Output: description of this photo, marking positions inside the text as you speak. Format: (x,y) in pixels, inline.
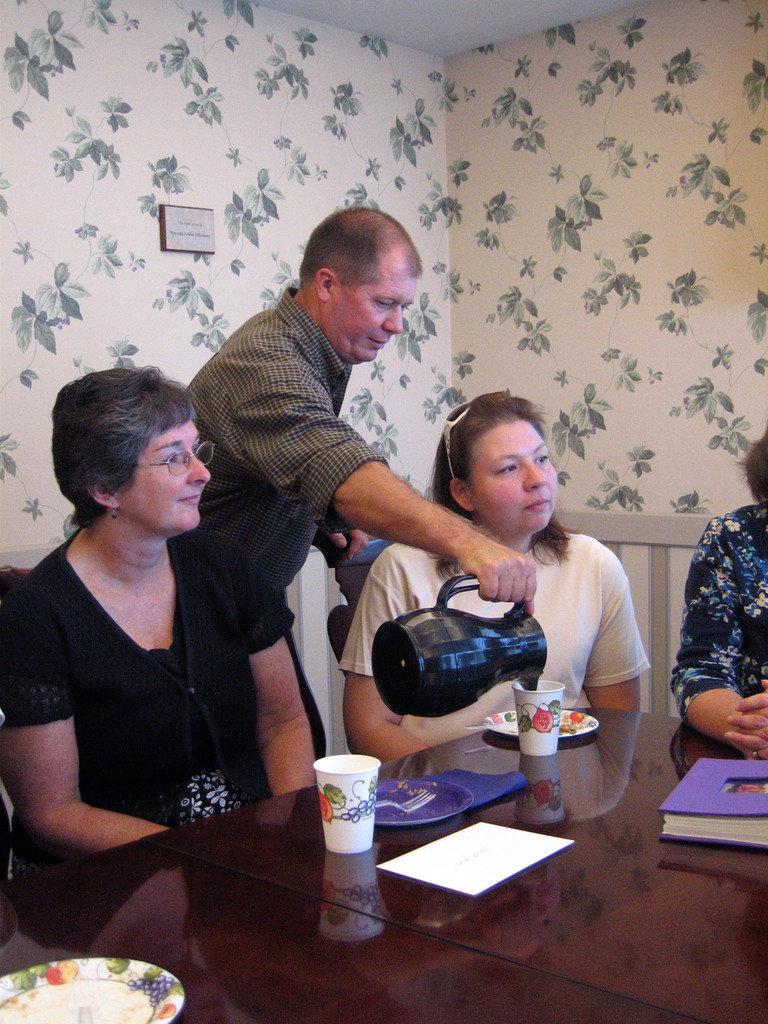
In this picture we can see three women (529,448) sitting on a chair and there is a person (349,468) standing here and pouring water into this glass (547,718).
